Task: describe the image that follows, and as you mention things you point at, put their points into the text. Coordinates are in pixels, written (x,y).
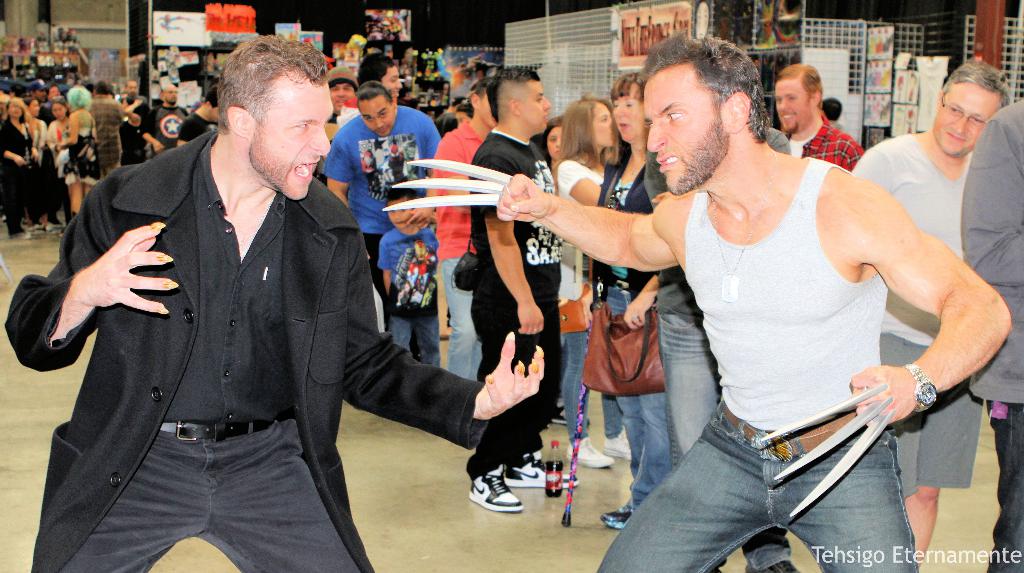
In this image there are two persons (706,303) staring at each other, in the background (914,184) there are people (531,77) standing on a floor (457,496), in the bottom right (820,558) there is some text (969,558), in the background (899,23) there are boards (634,57).
